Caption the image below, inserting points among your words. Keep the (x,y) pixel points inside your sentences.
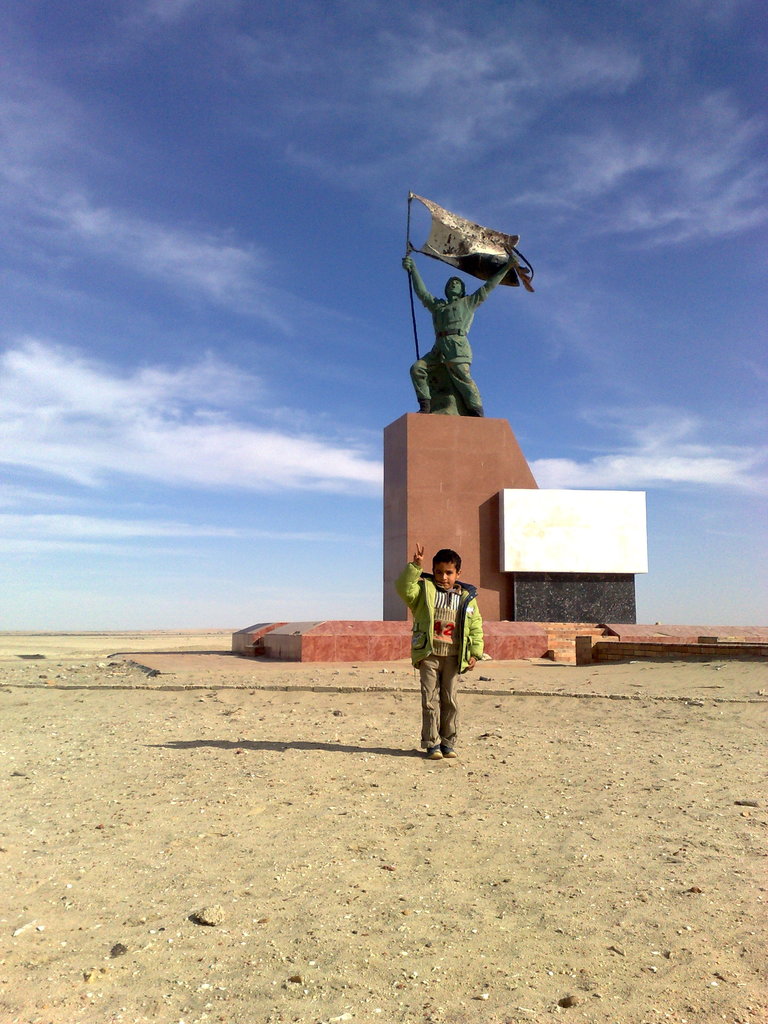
In the center of the image (421,611) we can see a boy (437,710) standing. In the background (443,441) there is a statue (444,402) and a pedestal (450,488). At the top (434,134) there is sky (337,128).
